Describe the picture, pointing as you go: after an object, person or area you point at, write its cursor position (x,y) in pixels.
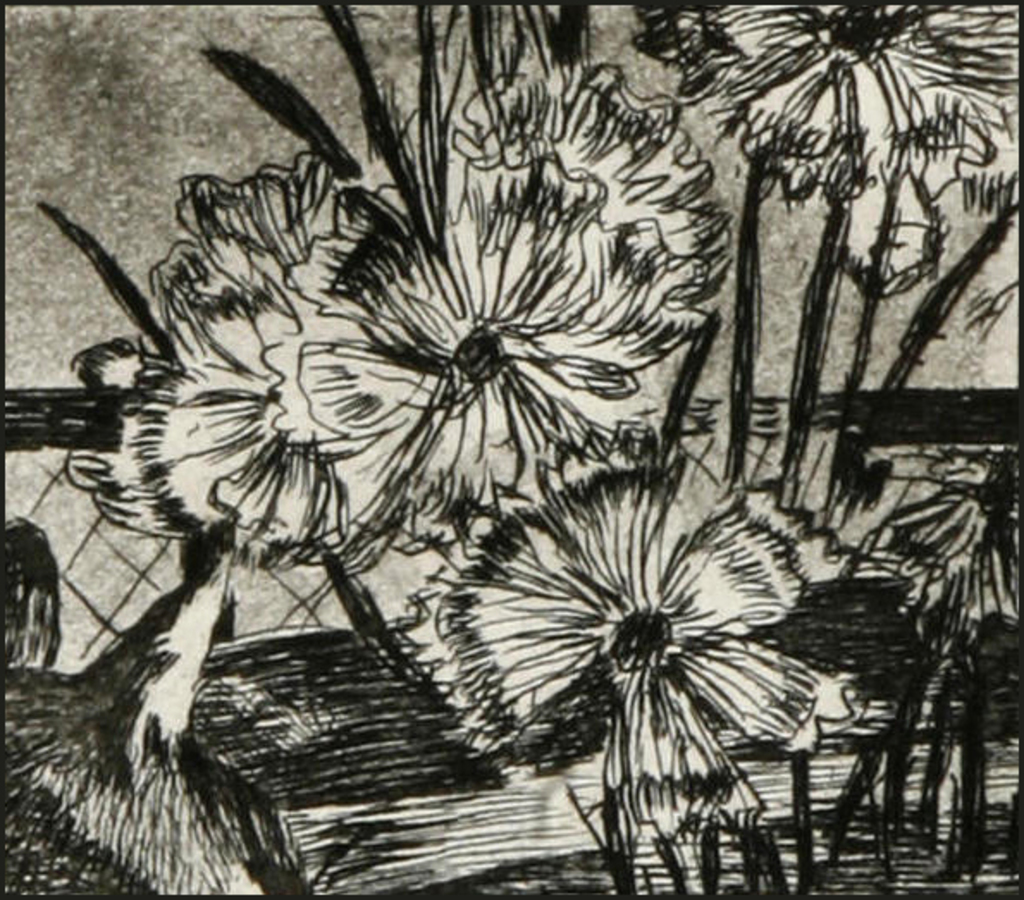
In this picture I can see the painting (527,650) which looks like some flowers (646,296).
